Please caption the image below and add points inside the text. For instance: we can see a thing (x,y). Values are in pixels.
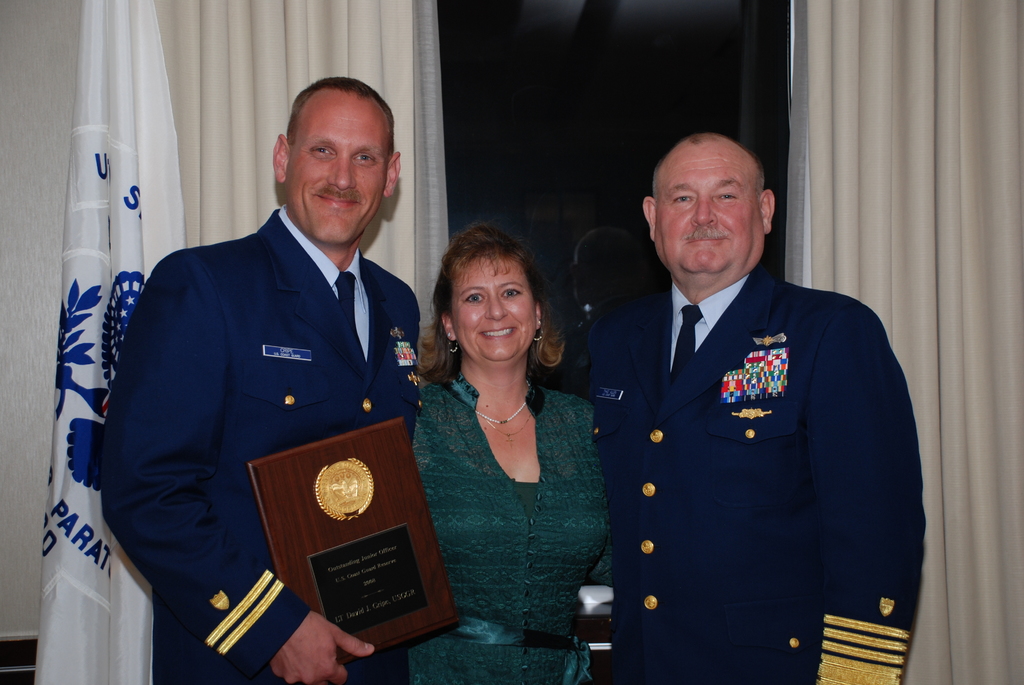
In this image I can see three persons (551,456) standing, the person (812,395) at right (813,325) is wearing blue blazer (722,337), white shirt (714,295) and the person (327,354) at left (273,512) is holding a shield (315,560). Background (157,238) I can see a flag (145,231) in white and blue color and I can also see few curtains (423,116) in cream color.
